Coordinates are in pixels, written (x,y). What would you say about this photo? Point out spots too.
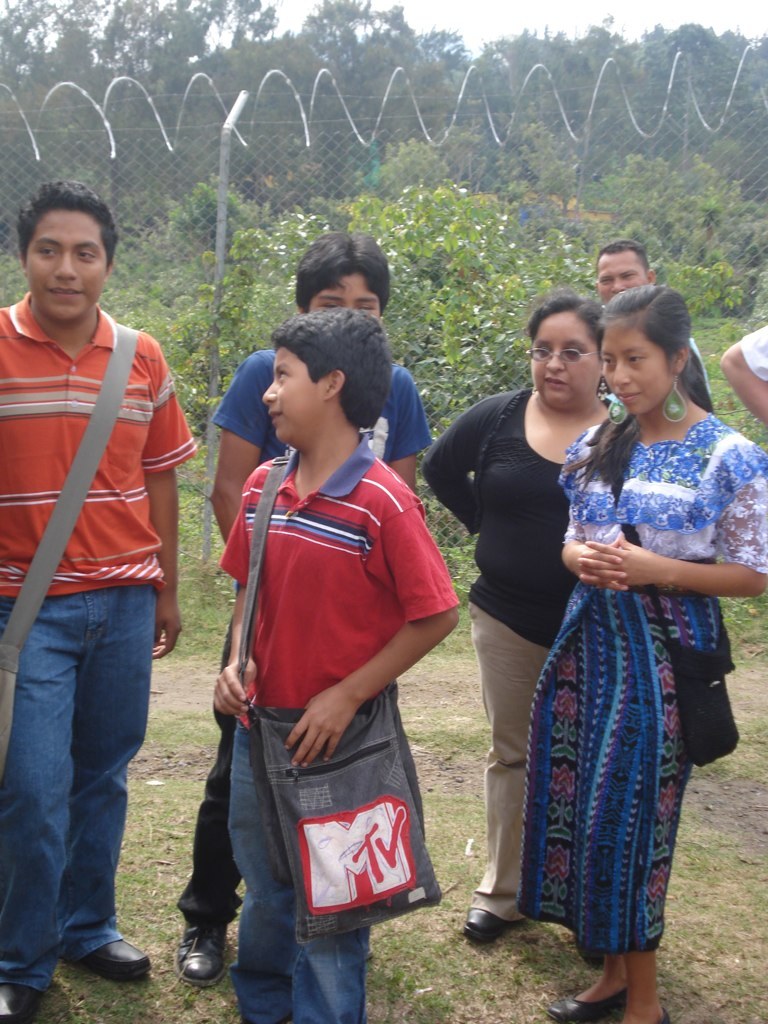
In this image, we can see some trees (484,139) and plants (474,333). There are some people (618,443) in the middle of the image (425,641) wearing clothes (249,372) and standing in front of metal fence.
